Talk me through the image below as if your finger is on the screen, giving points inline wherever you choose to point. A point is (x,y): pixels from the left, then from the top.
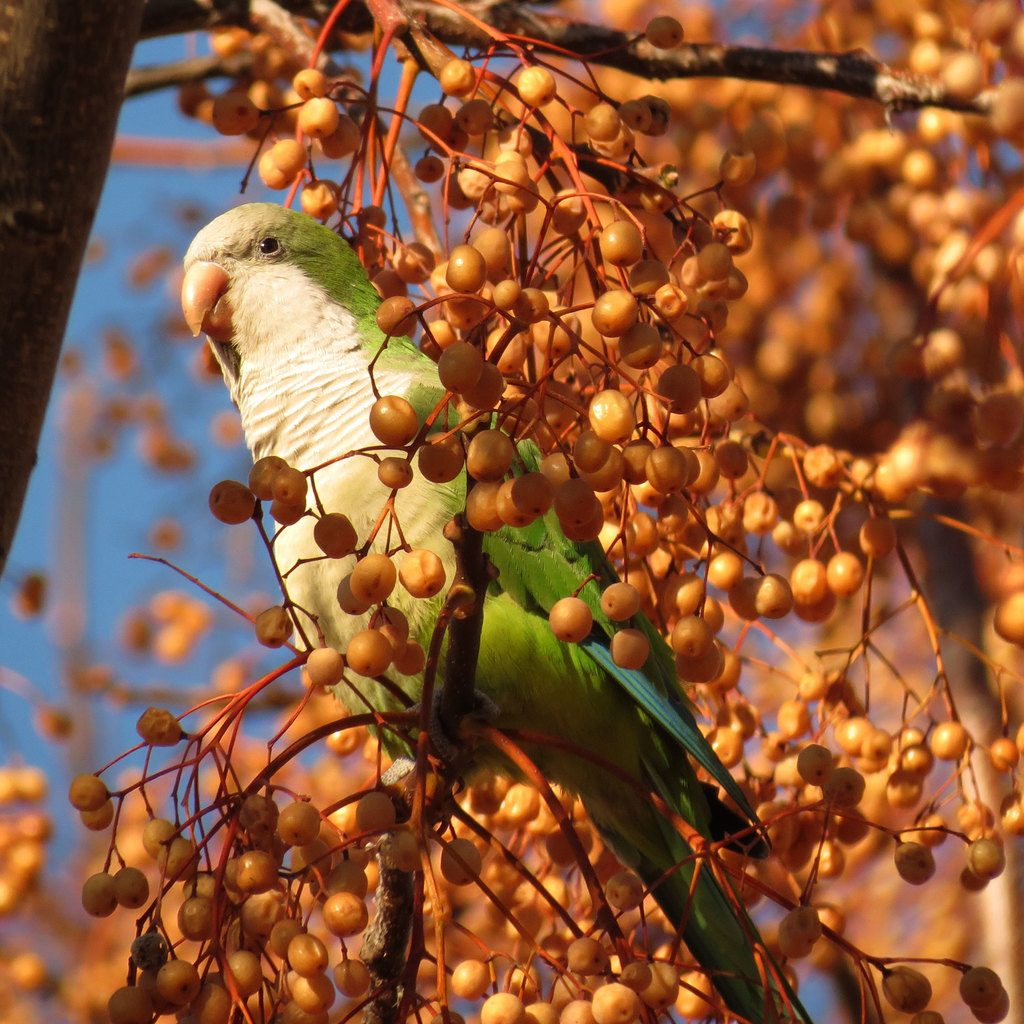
In this image in the center (378,485) there is one parrot (415,536) on the tree (223,876), and in the foreground (663,429) there are some fruits (340,128).
